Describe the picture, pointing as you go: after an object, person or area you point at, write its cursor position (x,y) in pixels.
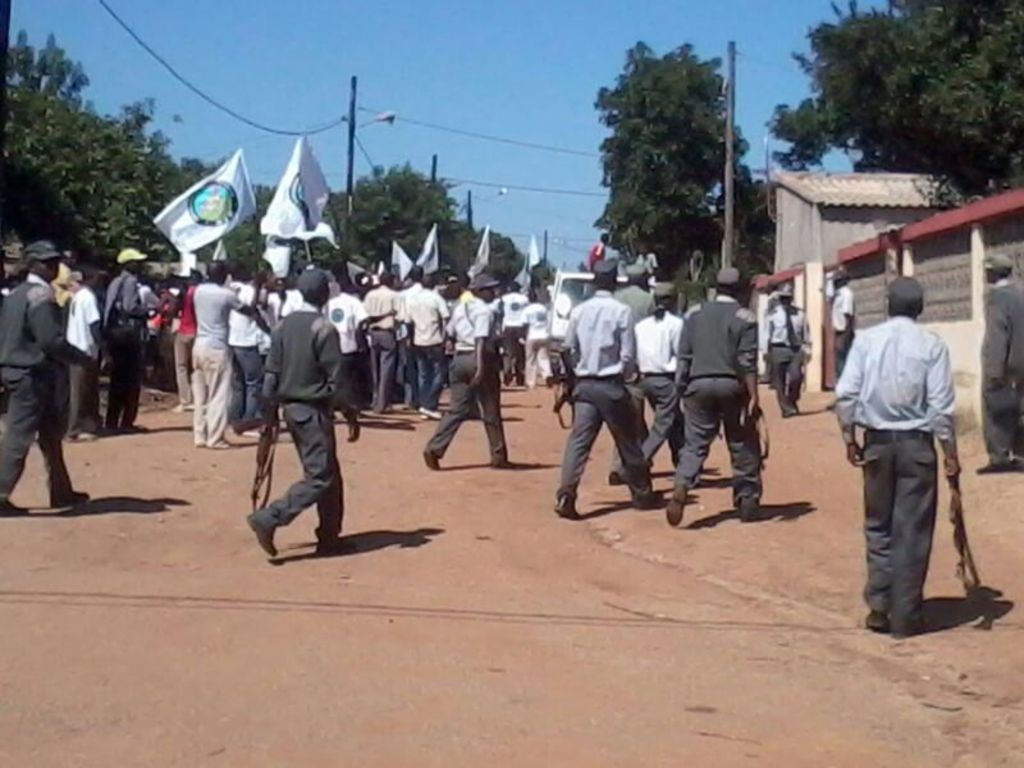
In the image we can see there are lot of people (422,359) standing on the ground (289,587) and there are holding rifle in their hand (274,428). They are wearing caps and there are few people (281,287) holding flags (489,234). There is a building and there are trees (618,242). There are street light poles (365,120) on the ground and there is a clear sky (338,150).
